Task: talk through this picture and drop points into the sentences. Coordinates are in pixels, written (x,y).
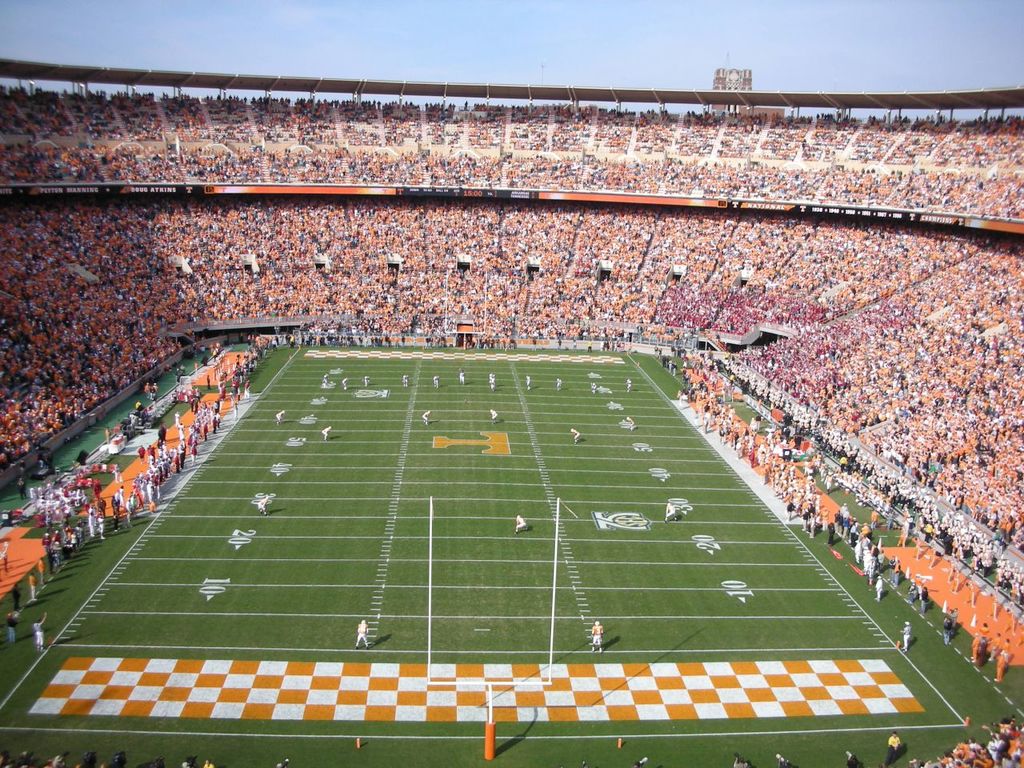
This is the picture of a stadium (780,262). In this image there are group of people (526,179) and there are group of people (223,377) standing in the court (402,645) and there are poles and there are boards (206,188). At the top (47,12) there is sky (322,18). At the bottom (293,599) there is grass (607,476) and there is text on the grass (513,414).
